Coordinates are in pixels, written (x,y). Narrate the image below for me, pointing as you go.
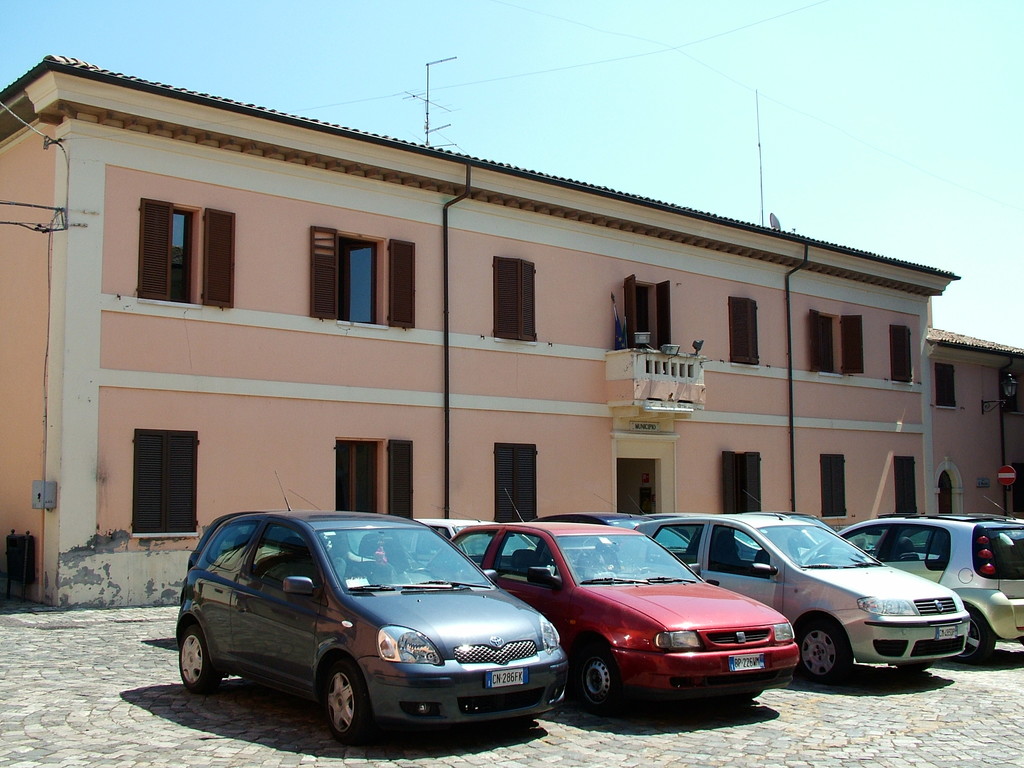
In this picture I can see there are cars (833,638) parked in a straight line and in the backdrop (195,402) there is a building (505,370) and the sky (502,80) is clear.
